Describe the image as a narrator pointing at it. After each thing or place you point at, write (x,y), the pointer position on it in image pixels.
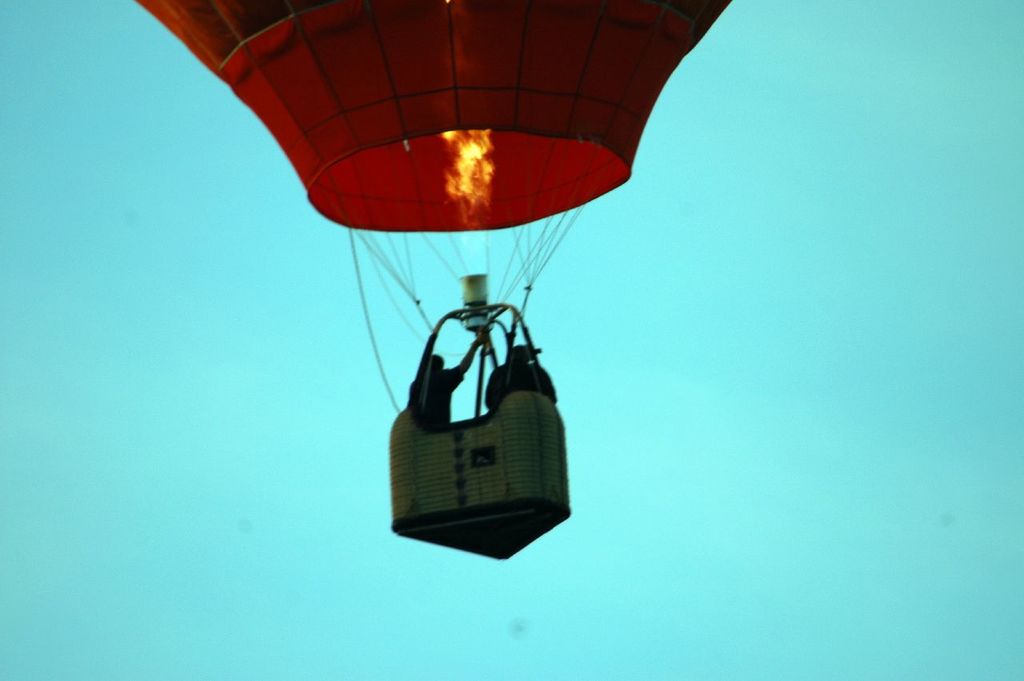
In the center of the image (443,448) there are persons (436,421) in the air balloon (391,212). In the background (684,366) we can see sky (261,533).
